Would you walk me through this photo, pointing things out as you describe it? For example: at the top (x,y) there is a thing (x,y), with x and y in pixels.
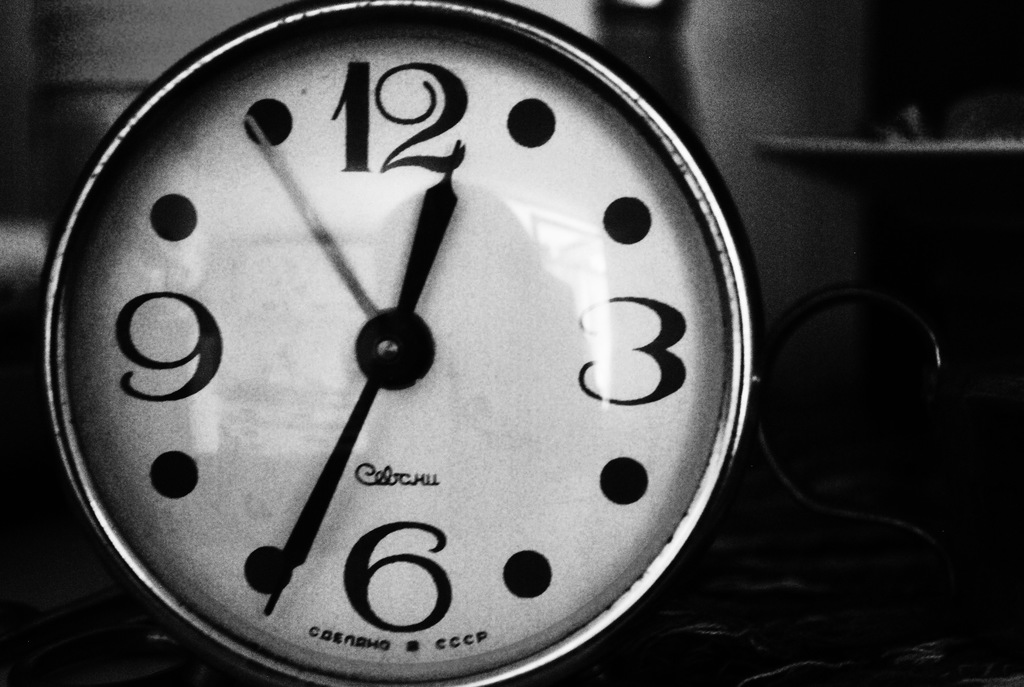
In this picture we can see a clock (512,442) and in the background (801,434) we can see it is dark.
